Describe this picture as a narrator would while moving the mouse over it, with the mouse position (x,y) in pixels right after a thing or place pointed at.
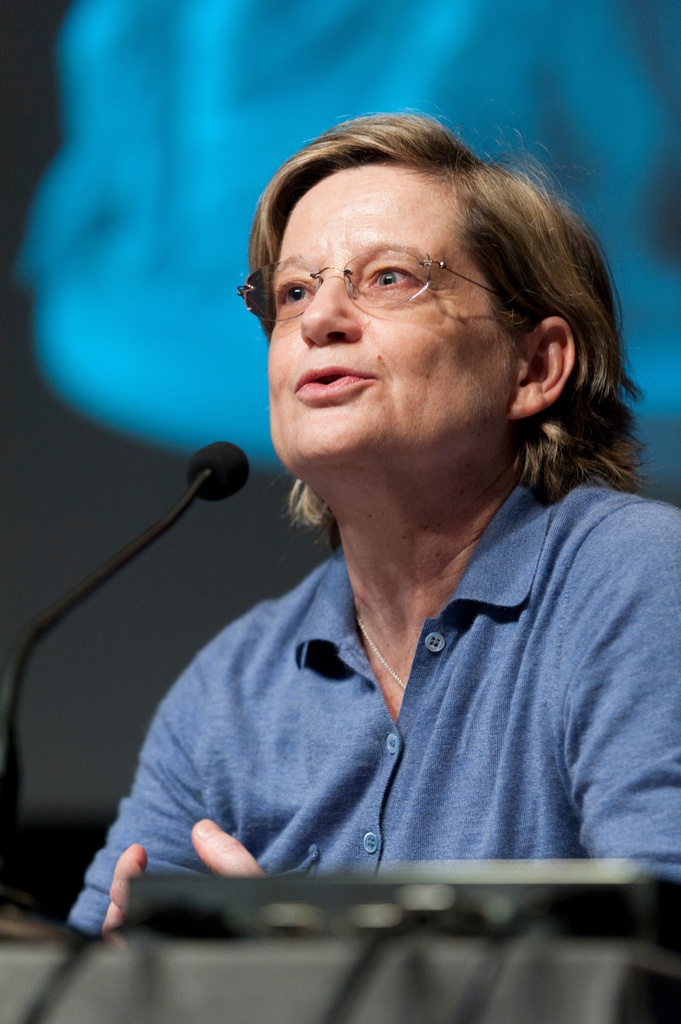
In this image we can see a woman (336,612) and a mic (50,618) before her.
